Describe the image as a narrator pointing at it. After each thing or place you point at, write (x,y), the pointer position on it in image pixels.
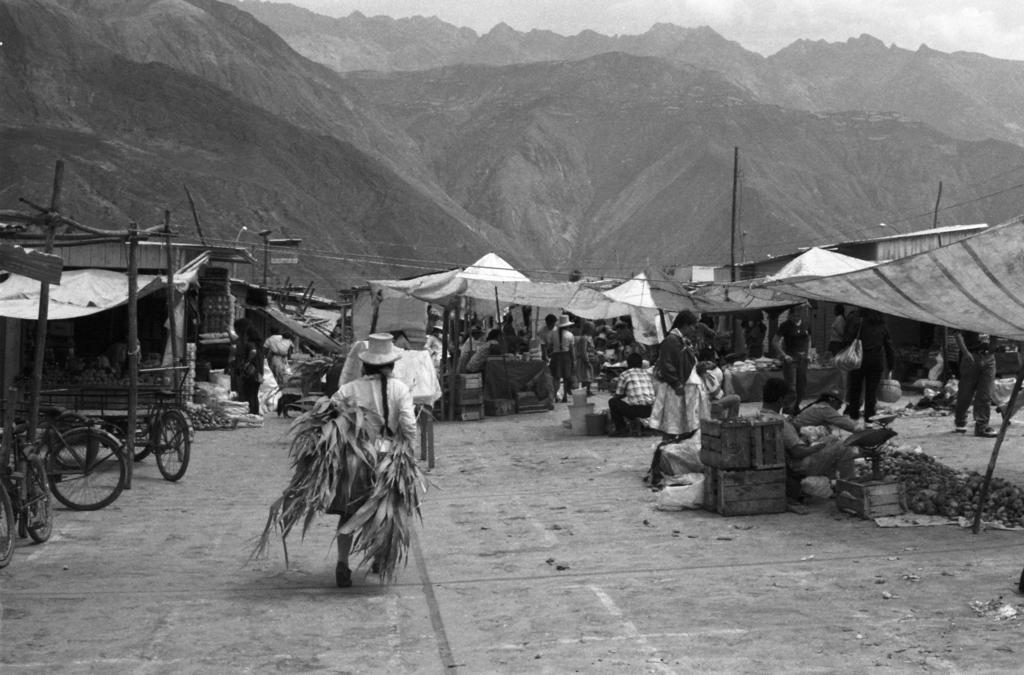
This is a black and white image. In the image, there are many stalls (728,324) with roofs (792,299) and poles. And there are vegetables (110,368), wooden boxes (730,431) and some other things (87,378). On the left side of the image (111,425) there are bicycles (157,434). And there are few people (694,384) in the image. In the background (582,120) there are mountains (469,121). At the top of the image (938,21) there is sky (831,33) with clouds (730,28).
